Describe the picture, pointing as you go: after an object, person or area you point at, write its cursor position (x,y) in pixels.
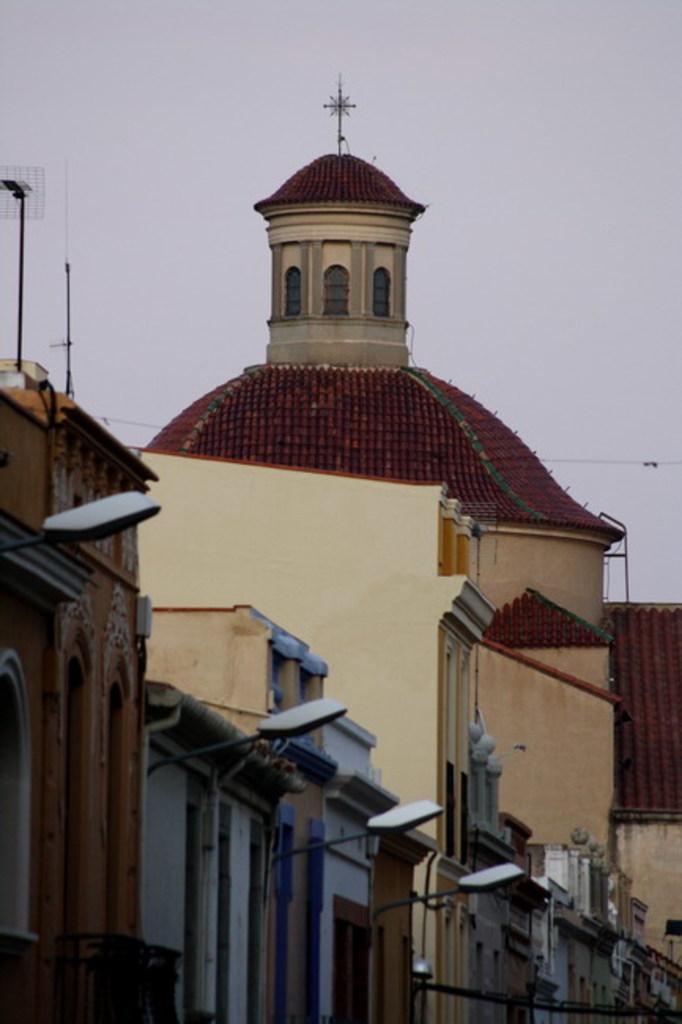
In this image there is the sky (566,288) truncated towards the top of the image (377,68), there are buildings (339,933) truncated towards the bottom of the image (327,935), there are buildings (577,646) truncated towards the right of the image (654,758), there are buildings (56,700) truncated towards the left of the image (92,719), there are street lights (93,526), there is a wire (619,462) truncated towards the right of the image (610,462), there are poles (69,342), there is an object (18,182) truncated towards the left of the image (22,200).
